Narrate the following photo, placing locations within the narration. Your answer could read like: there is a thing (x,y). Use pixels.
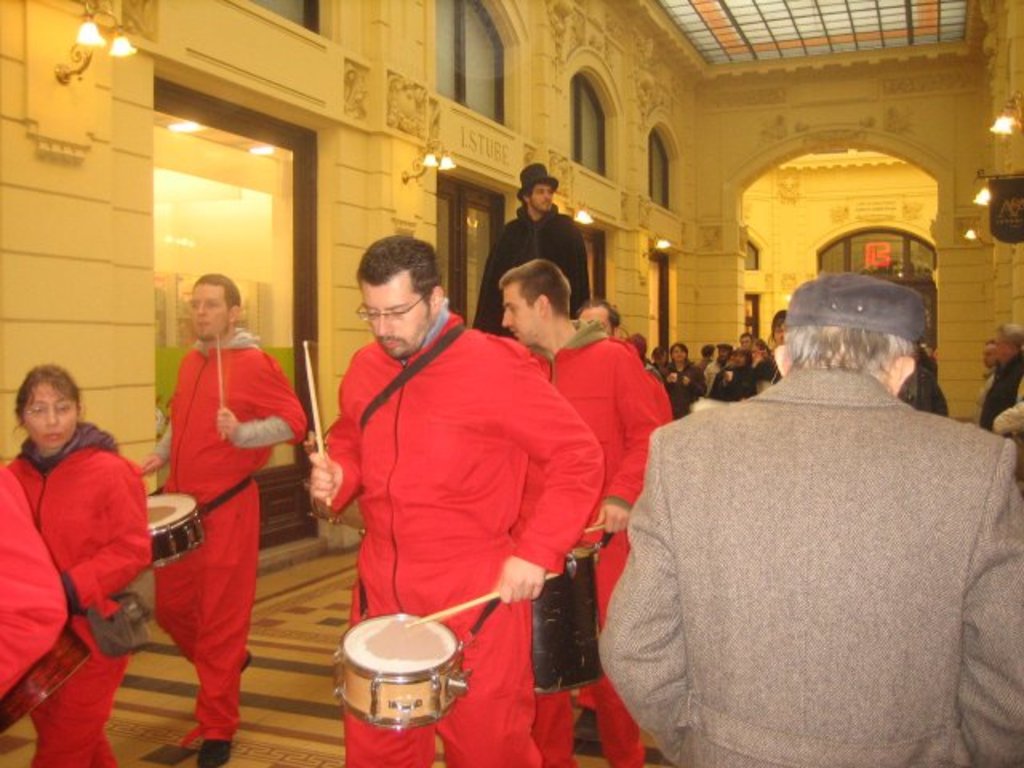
in this image there are many people (543,397) in the building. there are few people (515,437) at the left (186,451) who are playing drums (403,635) wearing a red colored uniform (415,455). behind them there are people (724,372) watching them. the person (827,594) at the right corner (882,587) is facing his back (872,601) in the image.
